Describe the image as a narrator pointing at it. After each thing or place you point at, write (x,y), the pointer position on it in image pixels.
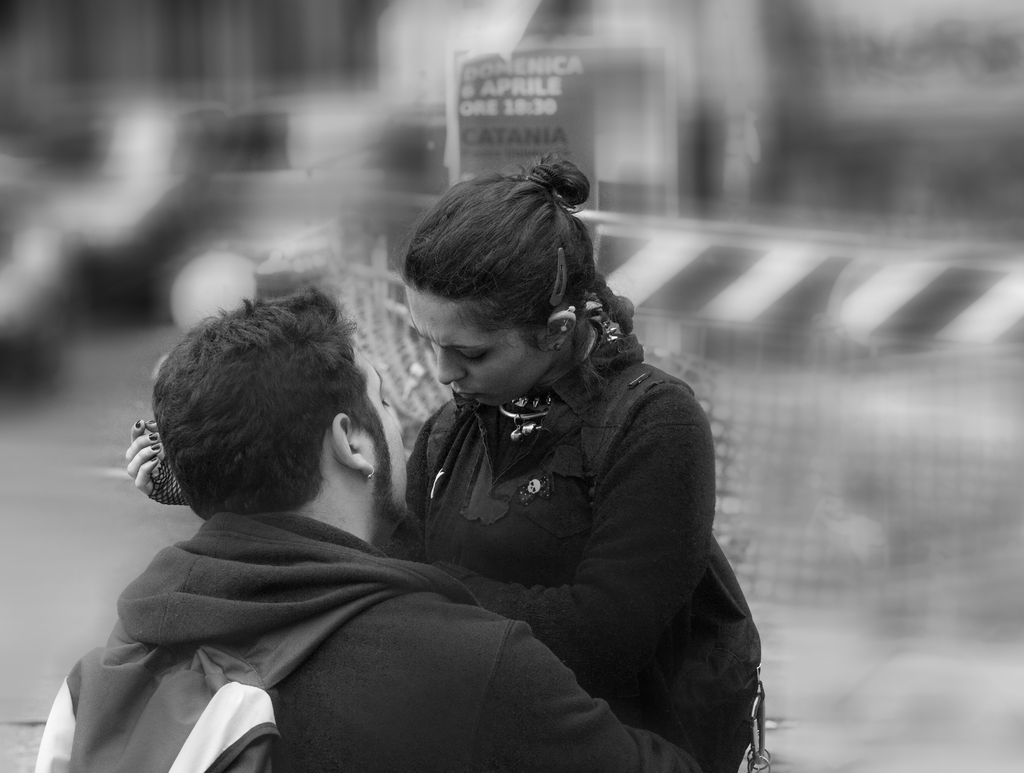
This is a black and white image. In the center of the image (532,369) two persons (549,512) are there. In the middle of the image (662,301) we can see mesh (782,370), board (565,104). In the background (404,348) the image is blur. At the bottom of the image (97,542) there is a road (122,517).
